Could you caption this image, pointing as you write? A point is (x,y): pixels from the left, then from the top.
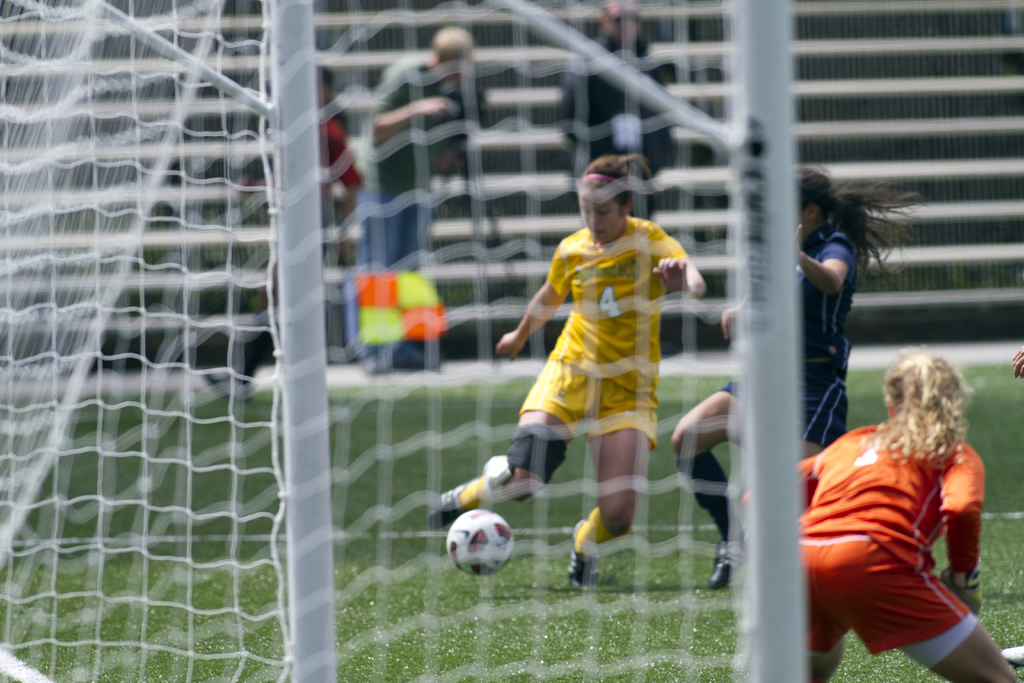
In this picture we can see womans (601,221) playing in a playground (974,440). This is a ball (460,547). On the stairs (540,116) we can see persons (599,101) standing and sitting. This is a net (192,421) in white colour.
